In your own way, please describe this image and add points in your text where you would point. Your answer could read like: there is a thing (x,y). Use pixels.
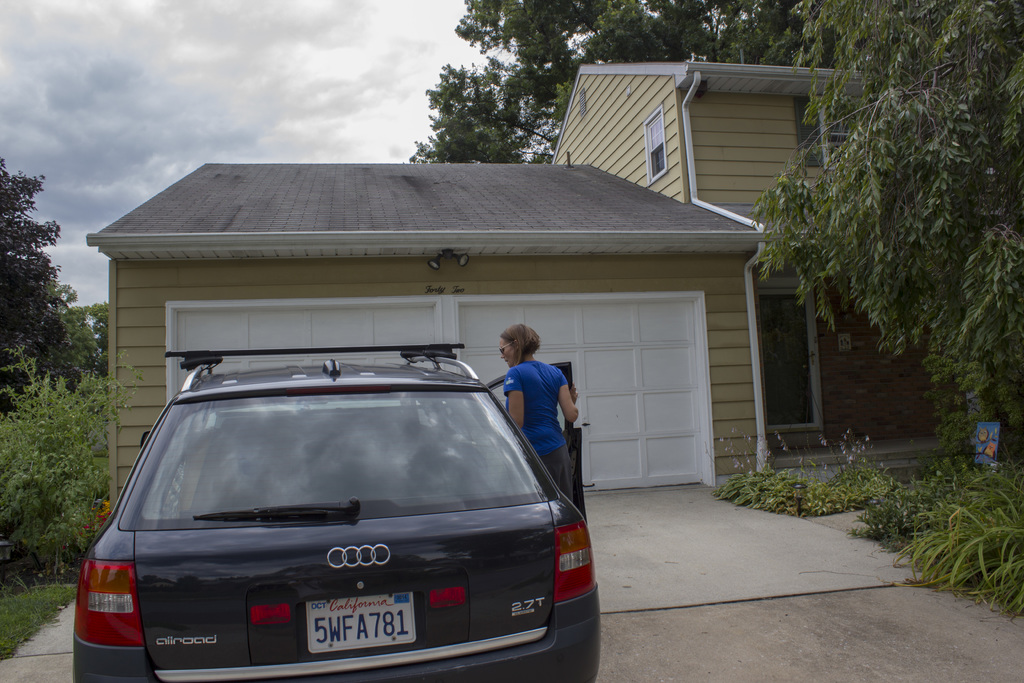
In this image, we can see a woman (566,470) holding a car door (580,483) and standing. In the background (606,390), we can see the house (710,317), walls (712,350), door (771,348), windows (656,142), trees (12,383), plants (960,418) and cloudy sky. On the right side of the image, we can see a board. At the bottom of the image (696,560), we can see the walkway (675,576).
